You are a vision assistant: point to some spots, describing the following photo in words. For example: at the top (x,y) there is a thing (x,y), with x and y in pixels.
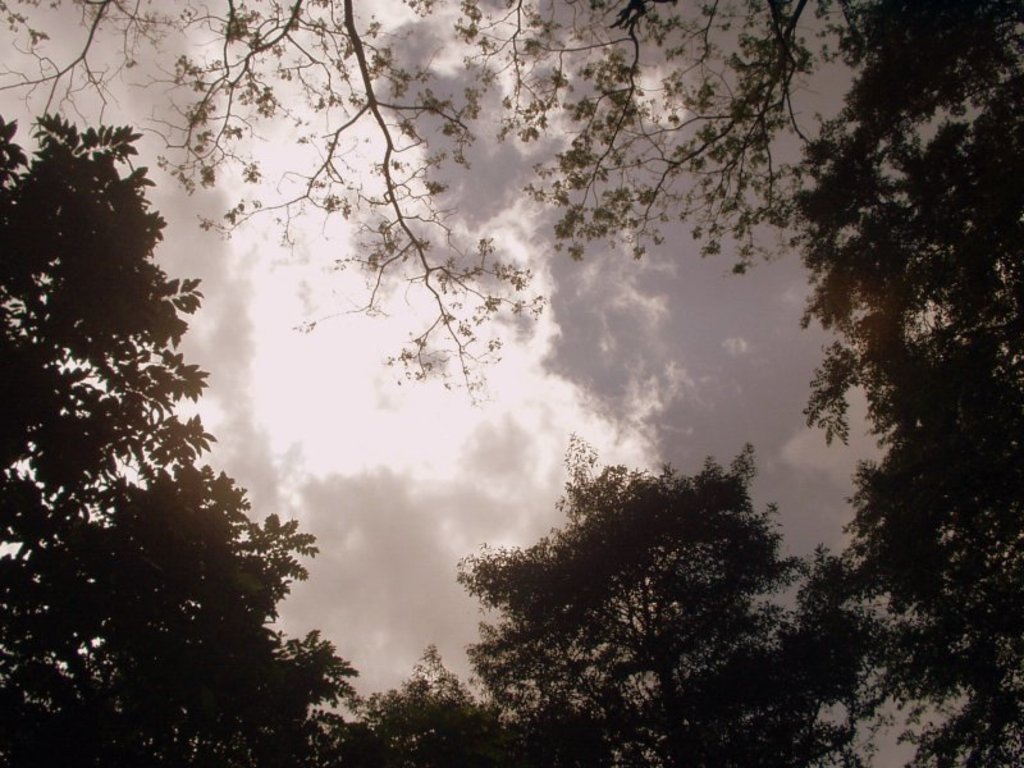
In the picture I can see trees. In the background (461,426) I can see the sky (406,335).
